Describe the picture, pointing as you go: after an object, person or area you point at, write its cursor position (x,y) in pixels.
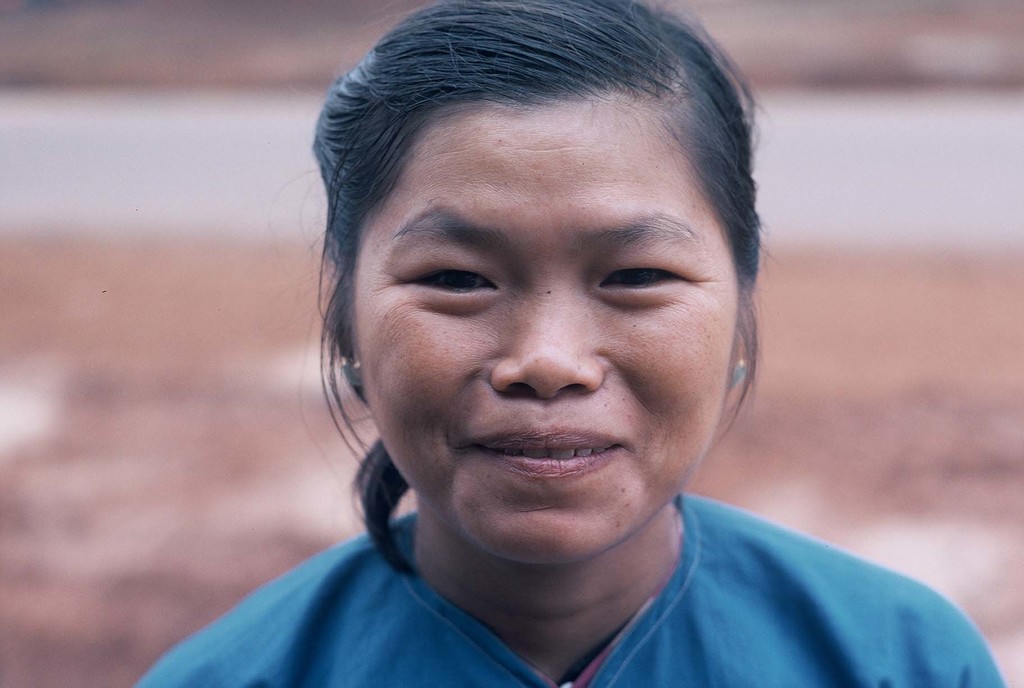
In the center of the image (355,382) there is a lady (920,676) wearing a blue color dress (213,638). she is smiling.
